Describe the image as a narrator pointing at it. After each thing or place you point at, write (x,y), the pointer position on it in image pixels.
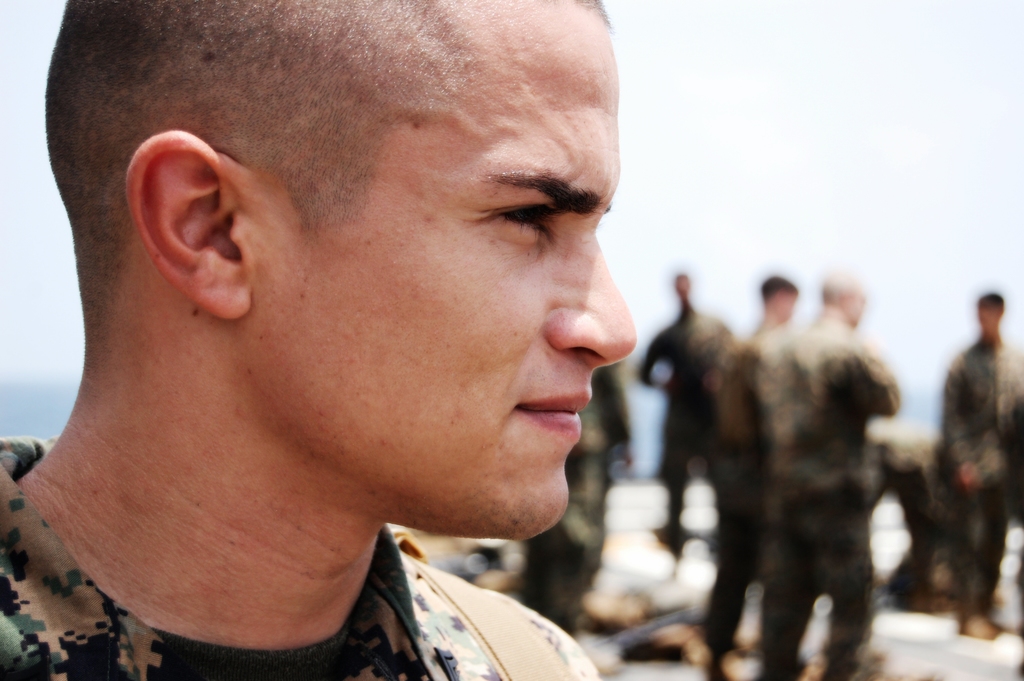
In the image I can see people (415,339) among them the man (471,421) in the front (431,461) is wearing a uniform (398,602). In the background (764,169) I can see the sky (786,172). The background of the image (736,473) is blurred.
